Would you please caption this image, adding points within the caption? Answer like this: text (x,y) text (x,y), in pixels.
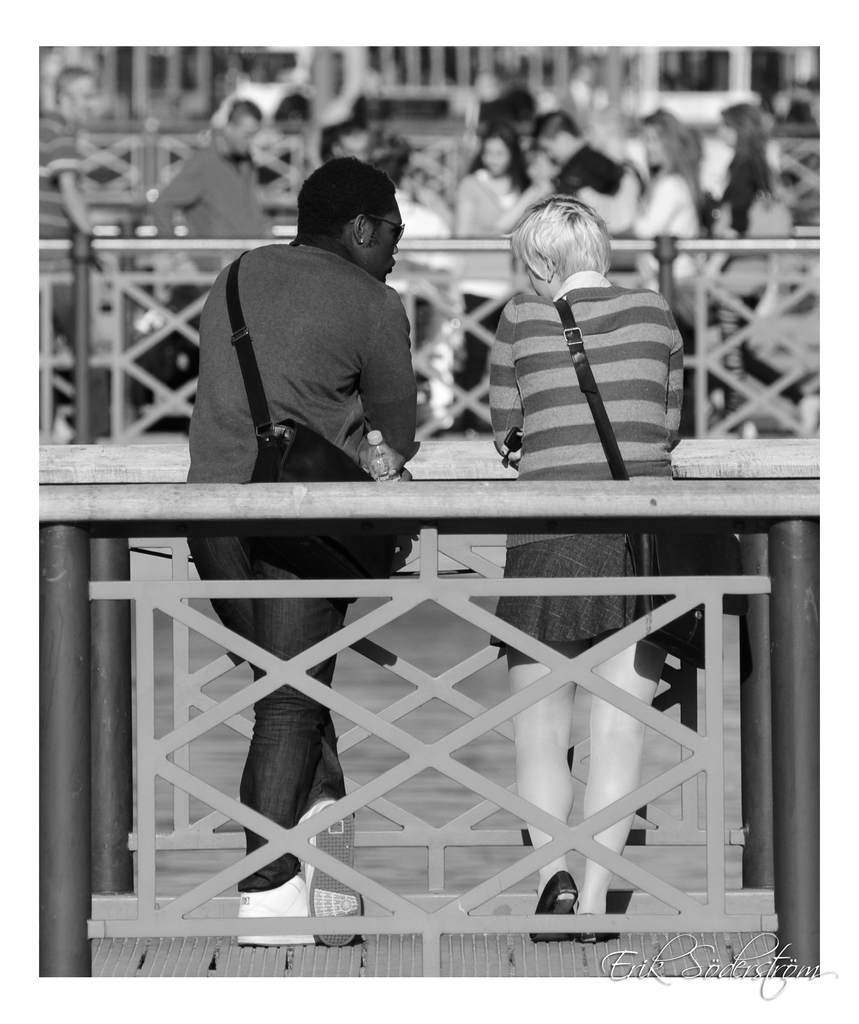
In this picture we can see two people (213,393) carrying bags (365,542) and standing on a platform (718,943) and in the background (437,406) we can see a group of people (60,81) and it is a blur.
